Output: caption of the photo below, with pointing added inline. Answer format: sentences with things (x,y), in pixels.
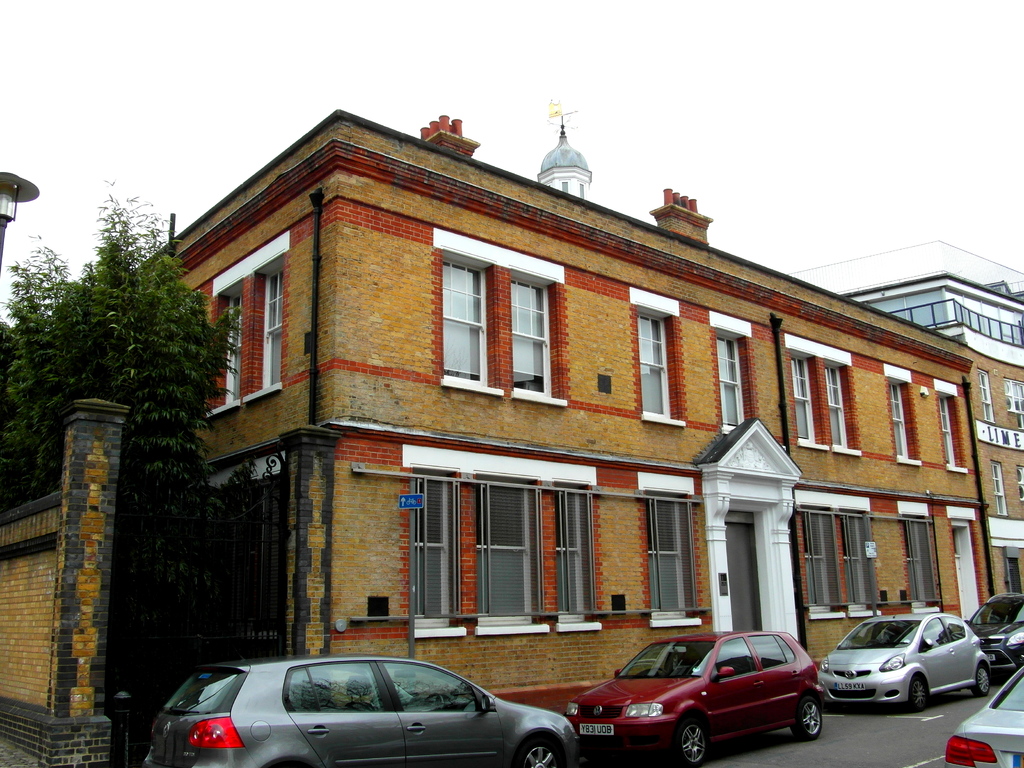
This image is clicked on the road (881,730). There are many cars (447,716) parked on the road (950,730). Behind the cars (584,716) there are buildings (716,348). At the top (657,69) there is the sky (657,69). To the left (86,360) there are trees (126,425).
